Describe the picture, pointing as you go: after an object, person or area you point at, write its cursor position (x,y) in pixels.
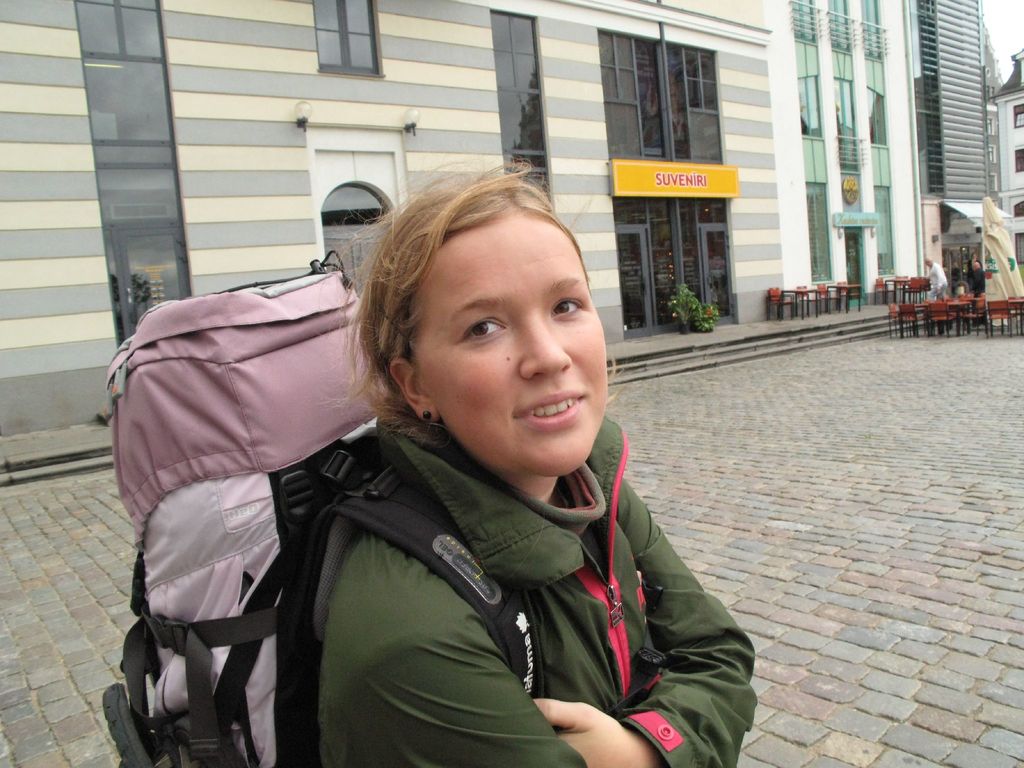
A woman (460,347) is posing to camera wearing a backpack (228,524).
